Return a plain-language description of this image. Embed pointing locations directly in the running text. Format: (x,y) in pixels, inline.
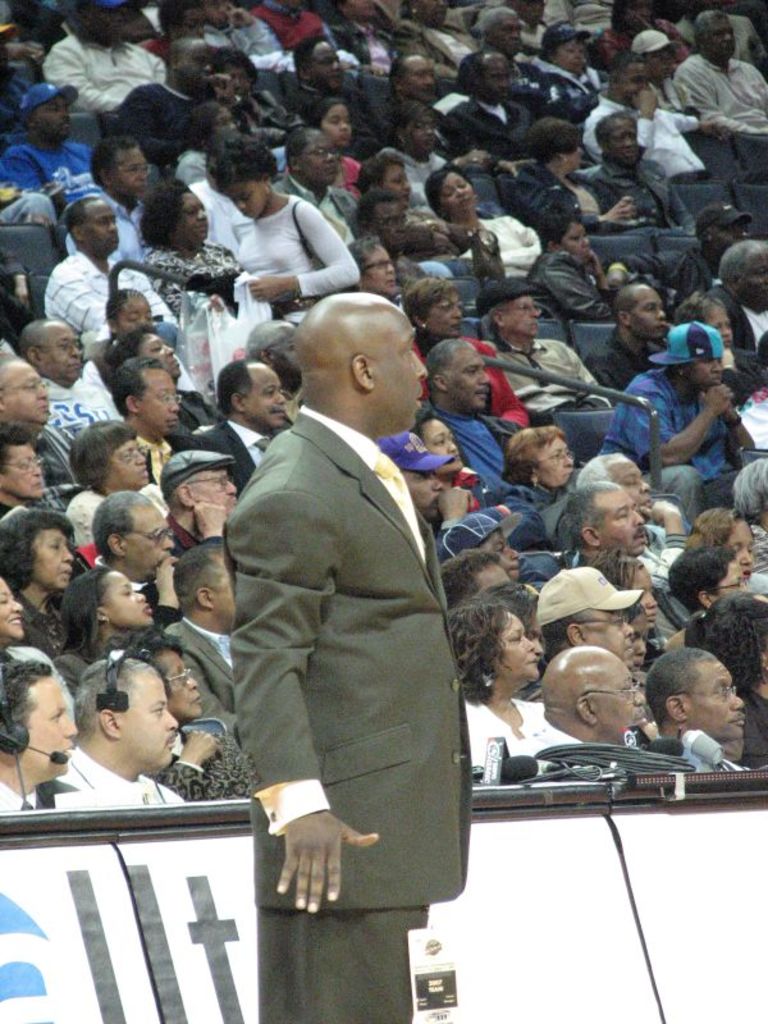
In this picture there is a man (363,786) standing and we can see microphones (667,748) and objects (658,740) on tables (715,791). In the background of the image (417,134) these are audience (369,148).
